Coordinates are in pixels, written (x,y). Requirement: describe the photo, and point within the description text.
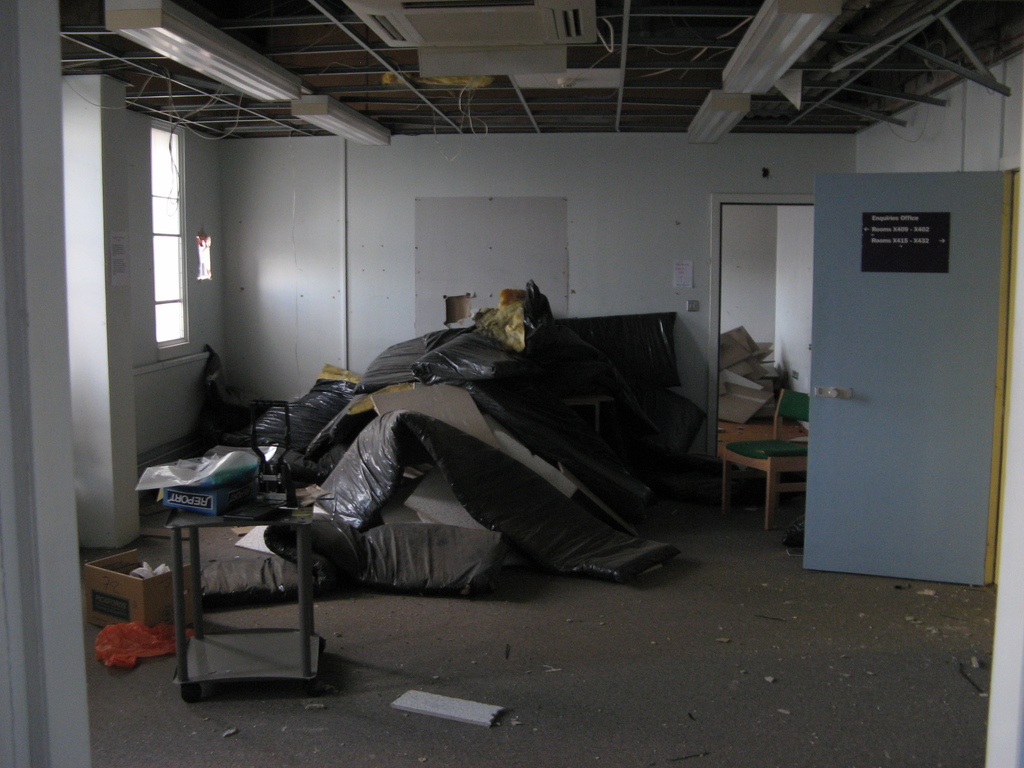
In this image we can see a room (397,503). In the room (318,641) there is a cardboard box (130,562), table (270,522), chair (779,445) and few other objects (463,434). On the right side (856,330) there is a door (871,365). On the door (842,469) there is a board (908,244) with something written. In the back (760,278) there is a wall (416,237) and an entrance (751,267) to other room (760,298). On the left side (156,202) there is a window (159,281). On the table (174,519) there is a box (220,491) and some other items (262,497). On the ceiling (217,87) we can see tube lights (309,101). Also there are rods (353,32).
